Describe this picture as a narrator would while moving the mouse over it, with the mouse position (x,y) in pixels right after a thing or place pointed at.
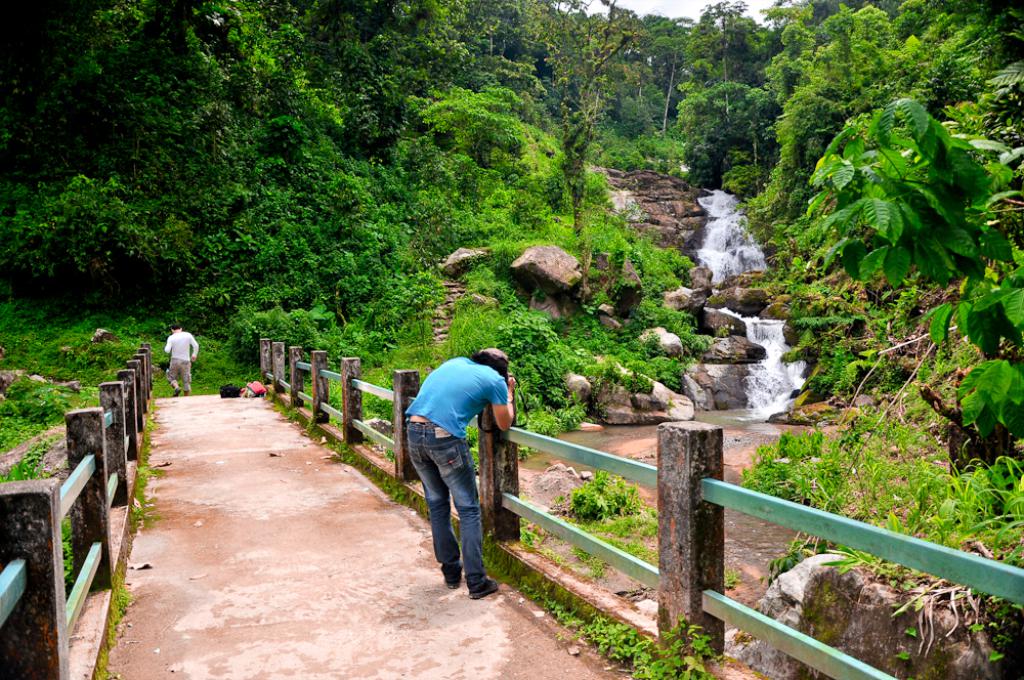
In this image we can see two persons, among them one person (416,413) is holding an object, there are some trees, plants (705,348), water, grass (498,268), stone (530,265) and the fence (641,471), also we can see the sky (697,7).
